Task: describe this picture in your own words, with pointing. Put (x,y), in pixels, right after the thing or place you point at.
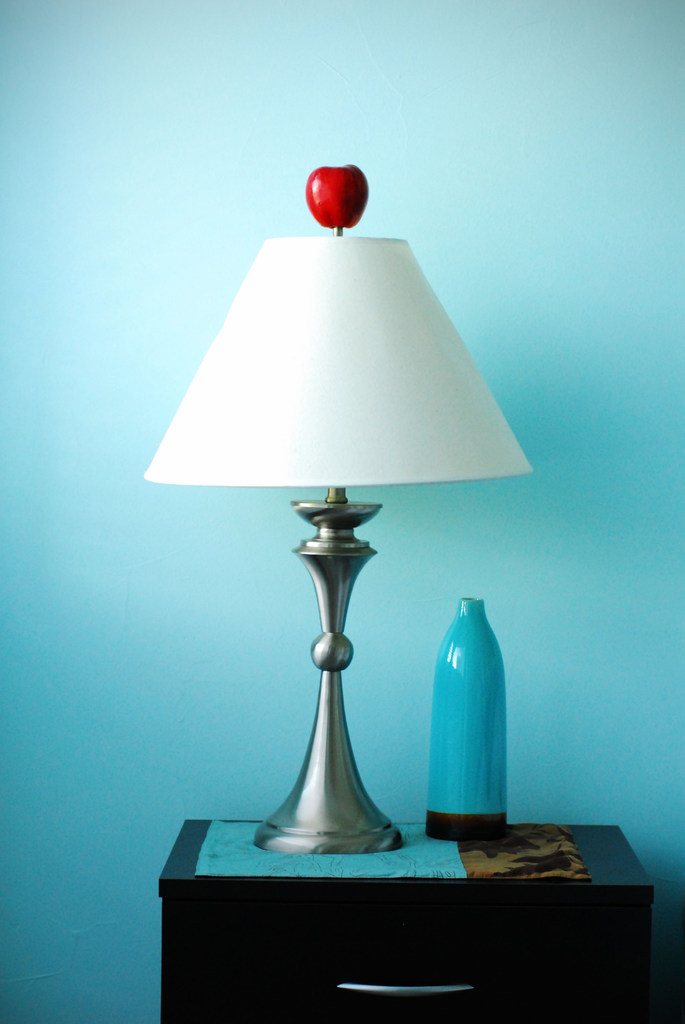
Here I can see a table (284,895) on which a lamp (299,386) and a bottle (493,757) are placed. On the lamp (369,307) there is an apple (331,194). In the background (159,562) there is a wall (104,620).
